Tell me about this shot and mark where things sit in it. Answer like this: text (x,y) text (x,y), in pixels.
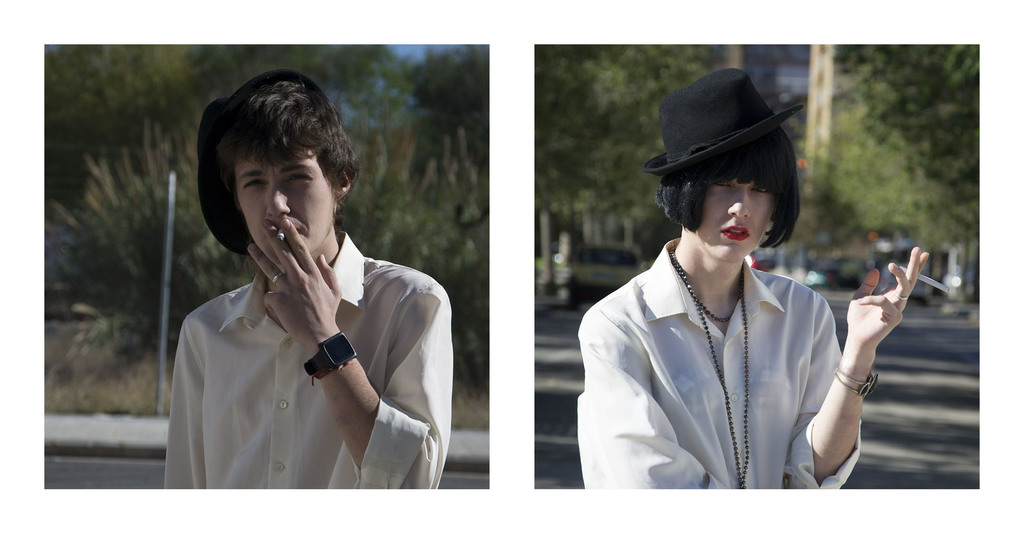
In this image I can see two different photos of a man (436,293) and a woman (596,428). I can see both of them are wearing white shirt (449,354), black cap (689,157) and I can see both of them are holding cigarette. In the background (413,141) I can see trees (471,141) and I can see this image is little bit blurry from background (840,224).
